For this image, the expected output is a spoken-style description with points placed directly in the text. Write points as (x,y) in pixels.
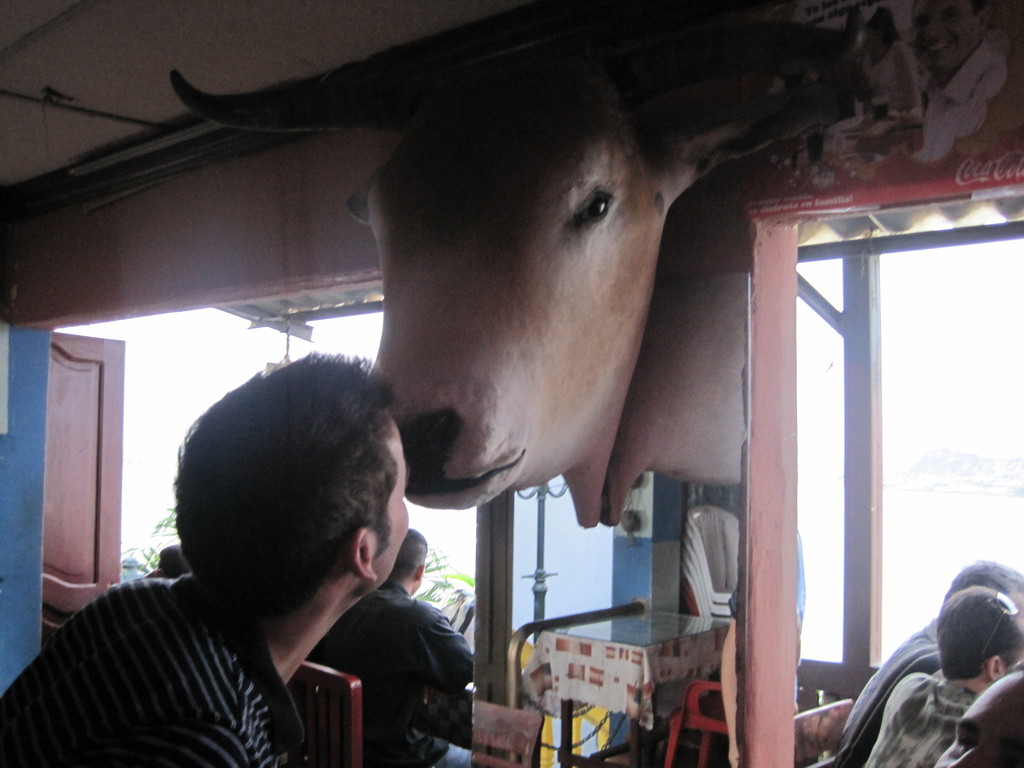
In this image we can see people (372,678), table (717,628), cloth (585,654), chairs (490,738), glasses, and a door (95,559). Here we can see statue (480,414) of an animal face (490,290).
